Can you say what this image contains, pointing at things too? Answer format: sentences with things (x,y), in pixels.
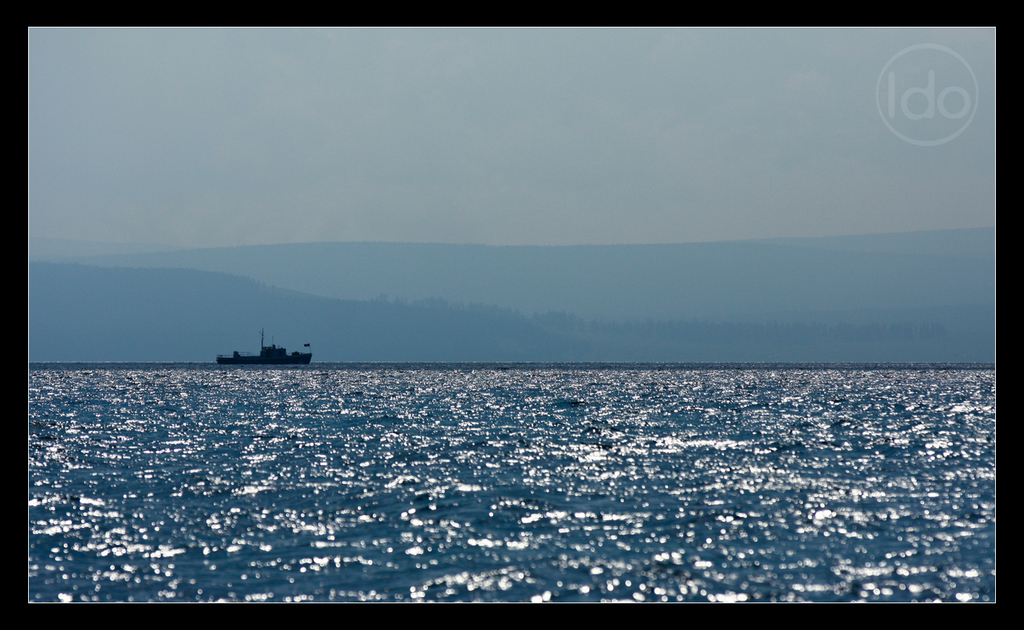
There is water surface (404,393) in the foreground area of the image (459,439), there is a ship (237,353), it seems like mountains (570,321) and the sky (581,150) in the background (575,221).
